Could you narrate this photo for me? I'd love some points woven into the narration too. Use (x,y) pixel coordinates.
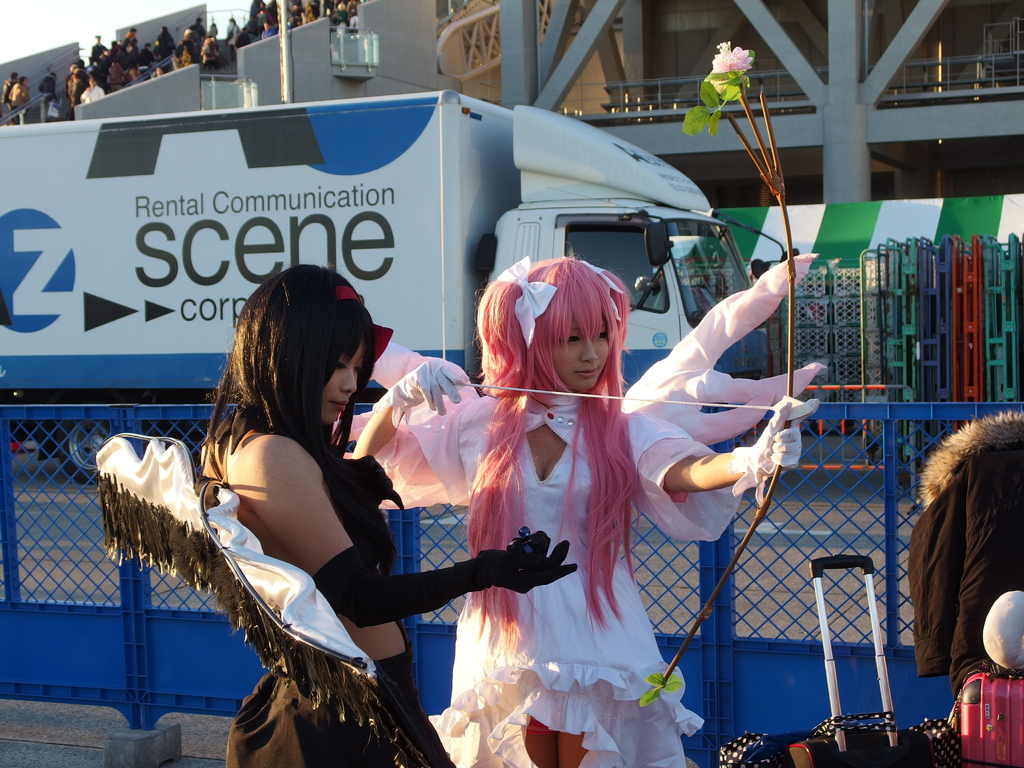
The woman (600,581) in front of the picture wearing white dress (583,527) is holding a bow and arrow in her hands (756,464). Beside her, we see a girl (355,506) in black dress (300,702) is standing. In the right bottom of the picture (1020,690), we see a black jacket (918,552) and two suitcases (851,737) in red and black color. Behind them, we see a blue color railing (123,633). Behind that, we see a vehicle (158,224) in white color is moving on the road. Behind that, we see pillars (520,99) and a railing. In the left top of the picture (170,45), we see people (145,62) are on the stairs (31,108).
